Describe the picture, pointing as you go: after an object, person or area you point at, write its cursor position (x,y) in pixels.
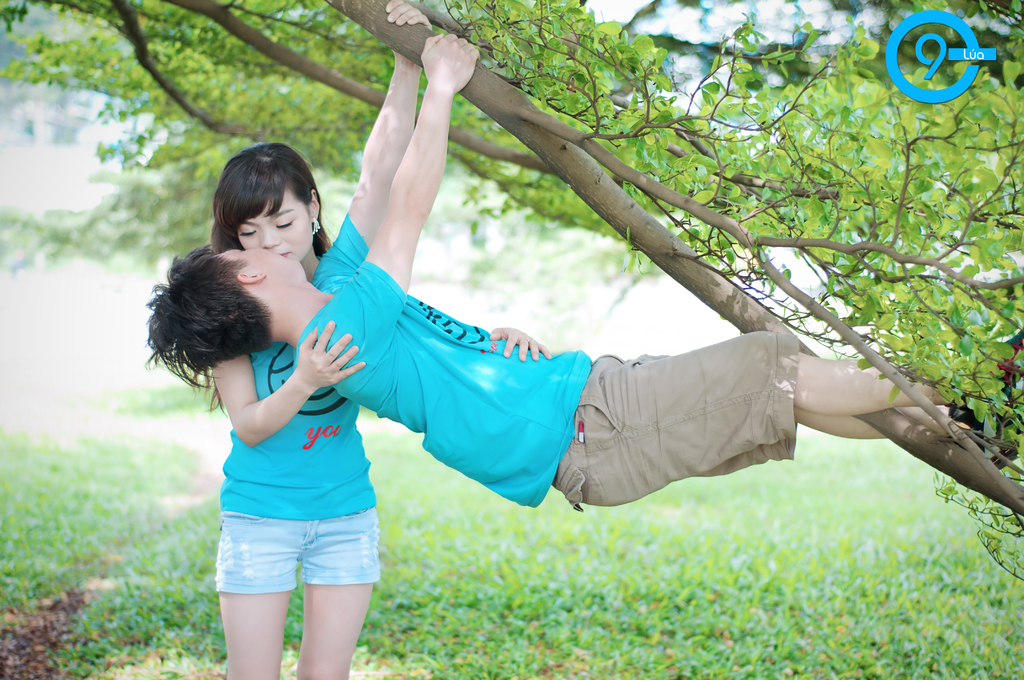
This image is taken outdoors. At the bottom of the image (535,617) there is a ground (74,532) with grass (127,497) on it. On the right side of the image (892,366) there is a tree (758,160). In the middle of the image (409,294) there is a girl (253,366) and there is a boy (619,408) and he is holding a branch (487,76).
